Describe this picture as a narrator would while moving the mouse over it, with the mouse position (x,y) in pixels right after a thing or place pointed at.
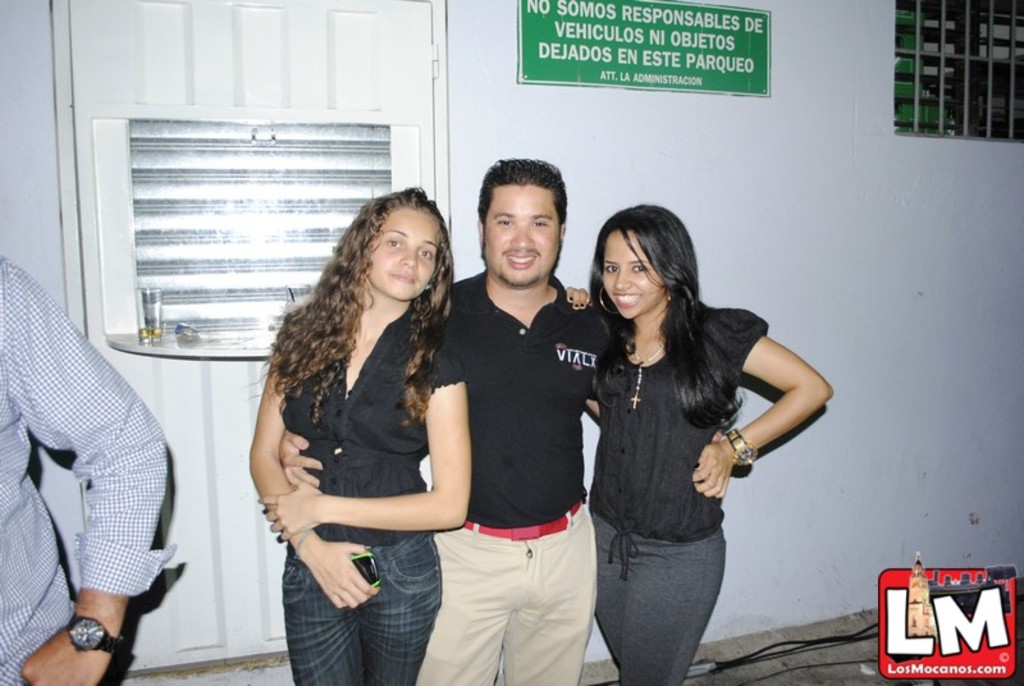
In this image, we can see three persons (596,506) are watching and smiling. They are standing side by side. Here a man (483,371) is holding two women (693,515). On the left side of the image (83,684), we can see a person's hand (97,674). Background (67,536) there is a wall (680,172), door (334,138), board (729,60), grille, rack (220,339) and few objects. On the right side (900,653) bottom, we can see wires (717,667) and logo (902,634).
